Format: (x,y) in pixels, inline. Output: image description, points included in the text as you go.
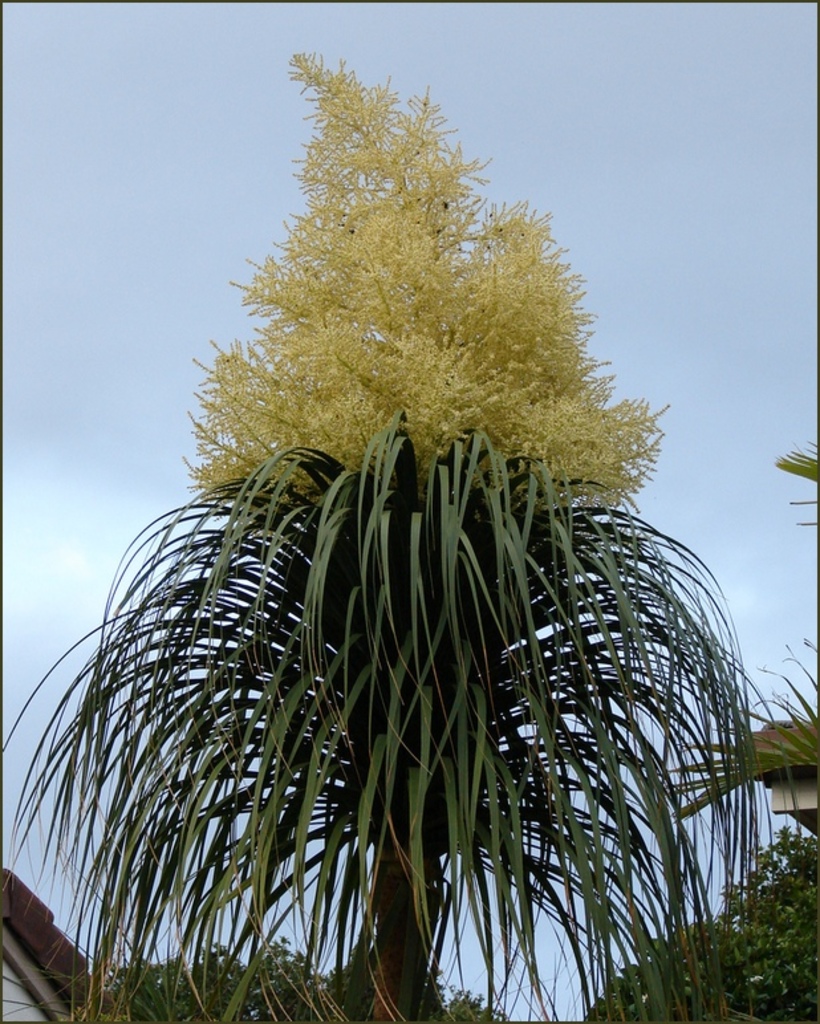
In the foreground of this image (510,810), there are trees (596,1011) and it seems like roof (46,924) in the left bottom corner (20,924). At the top (173,181), there is the sky (173,181).
